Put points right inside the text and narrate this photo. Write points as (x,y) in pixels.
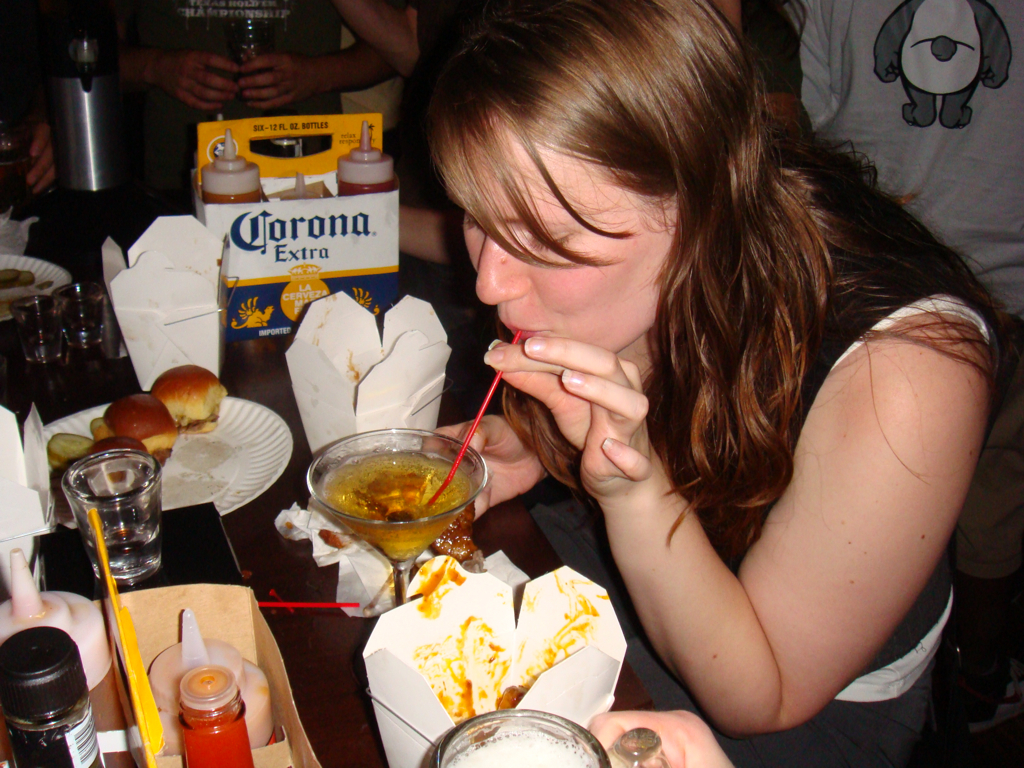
In this image there is a table (98,265) and we can see glasses (132,534), bottle (226,180), boxes (245,269), plate (237,483), sauces (91,606) and some food (110,438) placed on the table (244,367). On the right (834,590) there is a lady (810,586) sitting. In the background (206,58) there are people (214,69) standing.
